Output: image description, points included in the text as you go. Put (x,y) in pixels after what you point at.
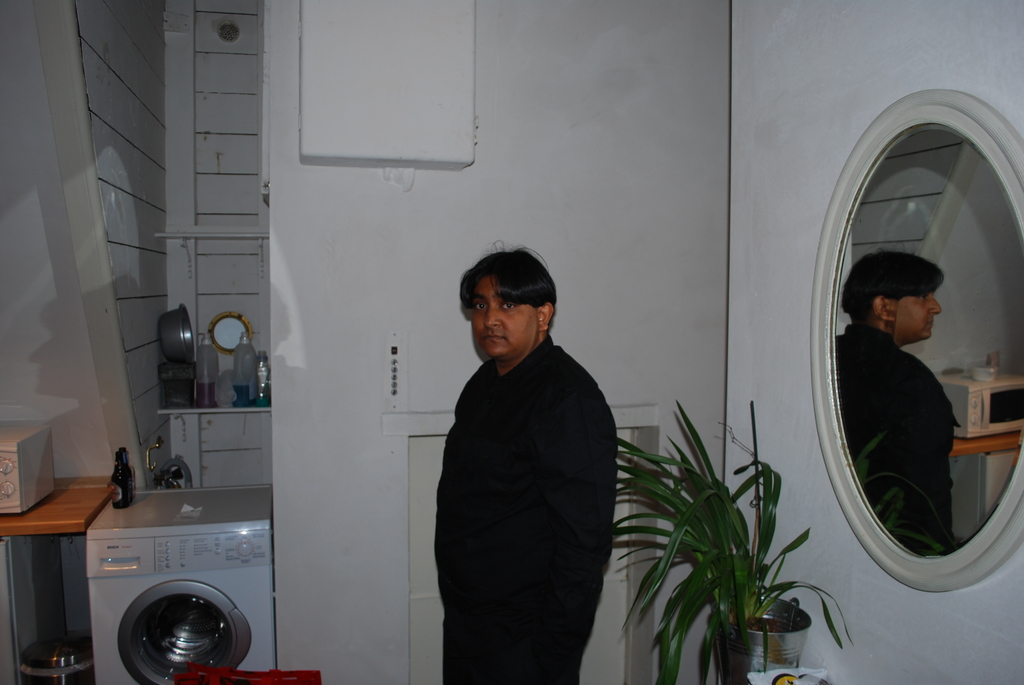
This picture is taken inside the room (870,573). In this image, in the middle (500,418), we can see a man (593,590) wearing black color dress (595,409). On the right side (971,173), we can see a mirror (986,127) is attached to a wall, in the mirror (922,390), we can see a man (951,408) and a table (989,441), on that table (1006,445), we can see a microwave oven (1003,405). On the right side (770,506), we can see a plant (768,556). On the left side (263,512), we can see a washing machine (230,516). On the washing machine (195,507), we can see a bottle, on that table (71,519), we can see a microwave oven (8,448). In the background (263,402), we can see a table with some metal instrument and bottles (269,374) and a wall (485,127) which is in white color.
